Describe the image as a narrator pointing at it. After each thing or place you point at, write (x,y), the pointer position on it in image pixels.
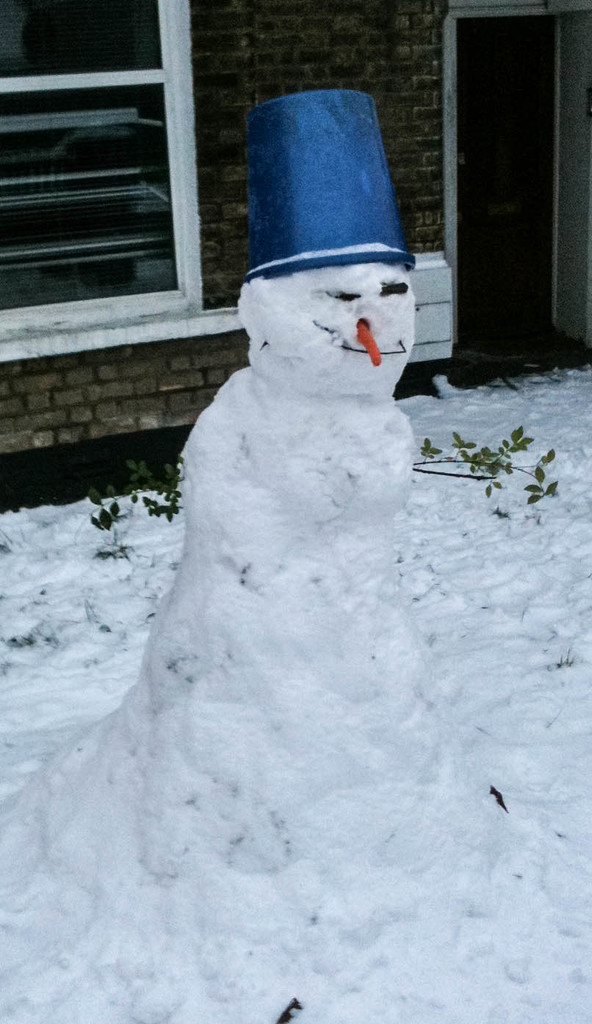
In this picture I can see a snowman (387,313) with a hat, and in the background (147,163) there is a wall (342,39) with a door (459,292) and a window (104,220).
